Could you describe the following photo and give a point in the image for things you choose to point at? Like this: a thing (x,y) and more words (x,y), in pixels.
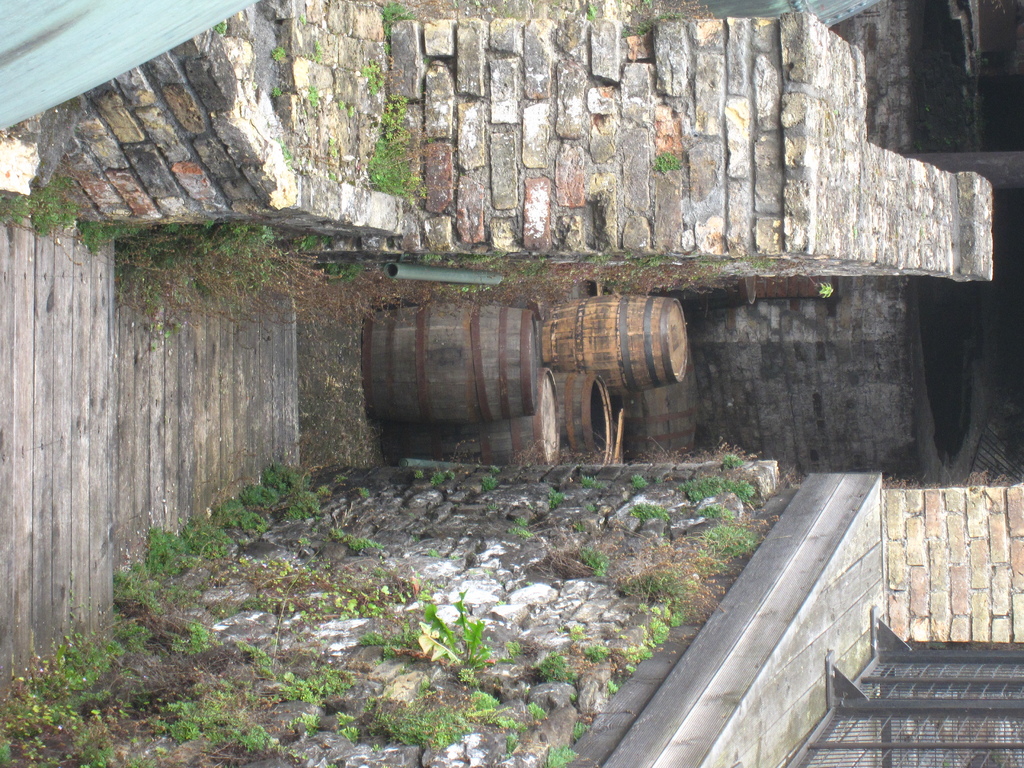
In the center of the image (418,330) there are barrels (398,387). There is a wall (835,417) at the background of the image (768,409). To the both sides of the image there is a wall (353,57).
